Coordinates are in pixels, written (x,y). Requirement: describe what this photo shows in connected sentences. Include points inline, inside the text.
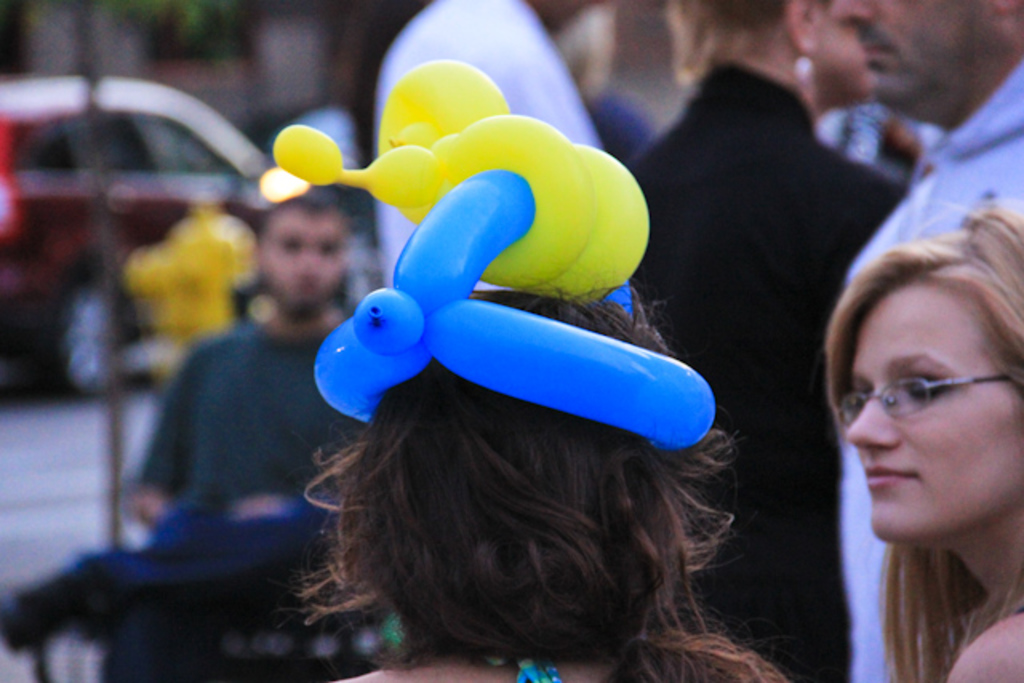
In this picture we can see woman (687,541) who is wearing this balloons (539,276). On the right (955,493) there is a woman (1009,485) who is wearing spectacles (923,404) and she is looking to her. On the top right (770,194) we can see a woman (846,9) who is wearing earrings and she is standing beside the man (971,123) who is wearing white shirt (959,149). On the left (298,378) we can see a man (229,452) who is sitting on the chair (332,623). On the top left (33,216) background (237,136) we can see a car (237,153) which near to the building (237,117).
